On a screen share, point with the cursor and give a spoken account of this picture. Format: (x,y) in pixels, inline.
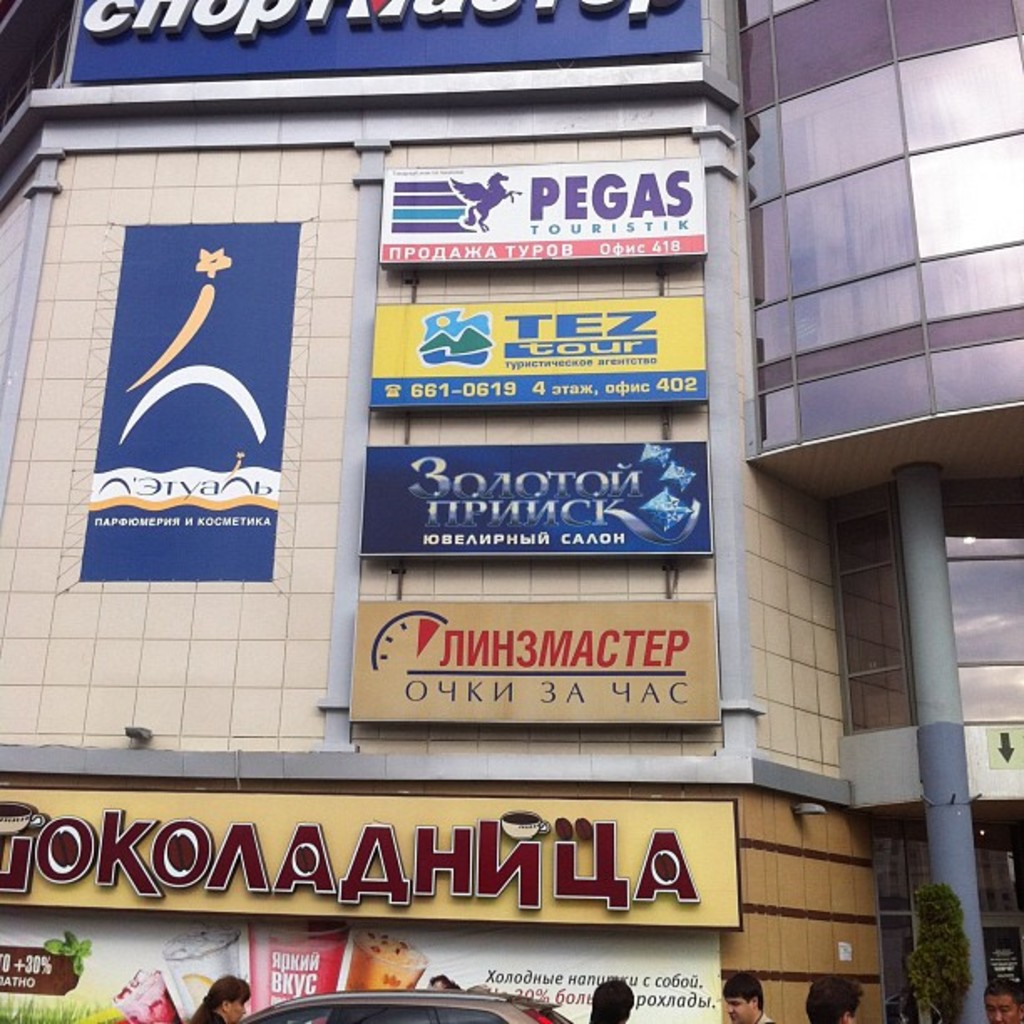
In this image we can see a building (877,679) with pillar (942,715), boards (452,46) with some text (546,507) and a banner (409,958) with pictures (134,1006). At the bottom of the image (442,1006) we can see a vehicle (442,1006) and group of people (745,988). On the right side of the image (926,978) we can see a plant (921,982).
